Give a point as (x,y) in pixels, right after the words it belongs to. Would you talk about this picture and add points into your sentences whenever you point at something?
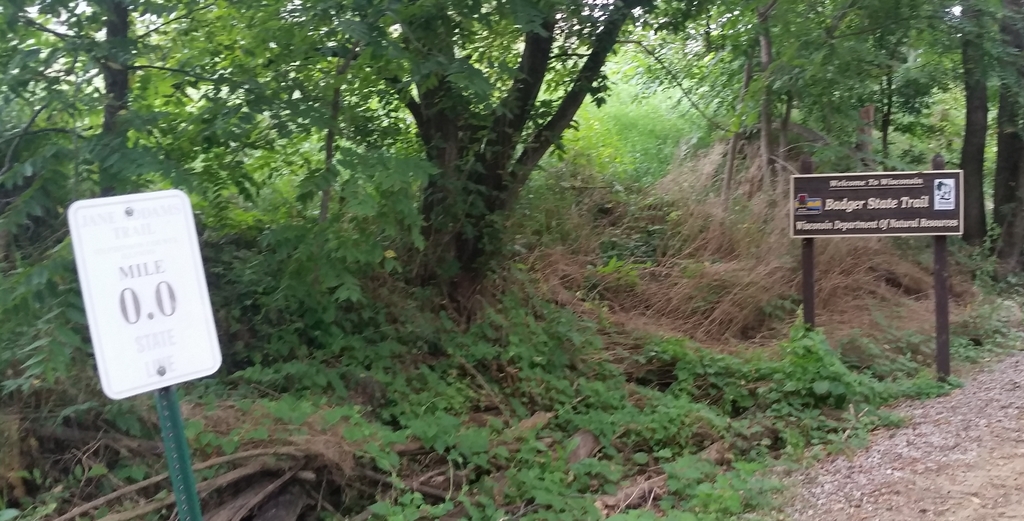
In this picture, we can see some trees (267,81), plants (519,357), dry grass (665,256), sign board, poster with poles (941,341), and we can see the ground (881,454) with some stones (950,396).
